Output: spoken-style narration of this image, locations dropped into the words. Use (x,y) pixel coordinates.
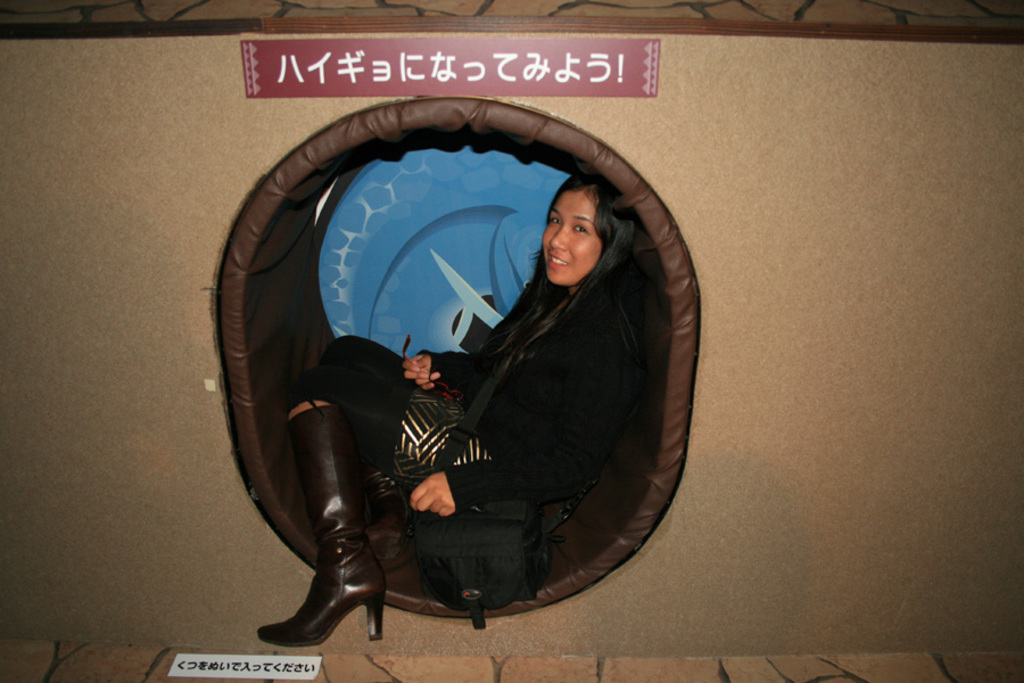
In this image there is a woman (543,416) sitting with a smile on her face (587,270) and there is a wall (228,142).
